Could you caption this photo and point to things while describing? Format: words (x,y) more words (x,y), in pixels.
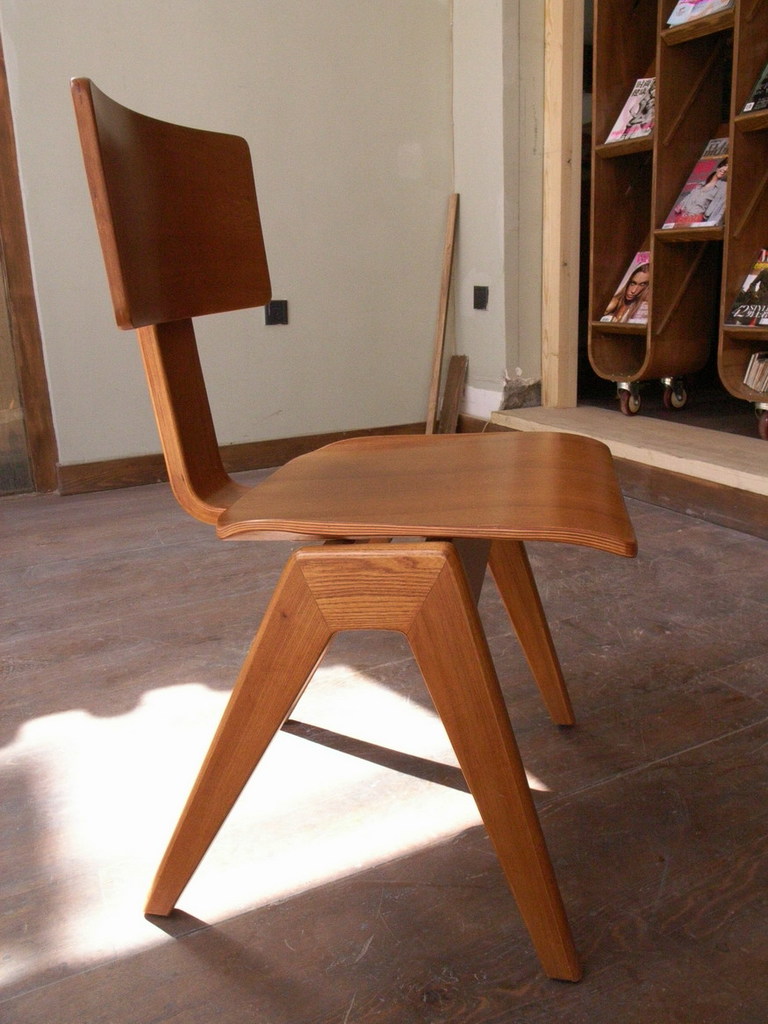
In the center of the image (428,649) there is a chair (333,613). On the right (689,360) we can see a rack (759,421) and there are books (646,115) placed in the rack (695,363). In the background (373,172) there is a wall (316,289) and we can see sticks (449,374).
